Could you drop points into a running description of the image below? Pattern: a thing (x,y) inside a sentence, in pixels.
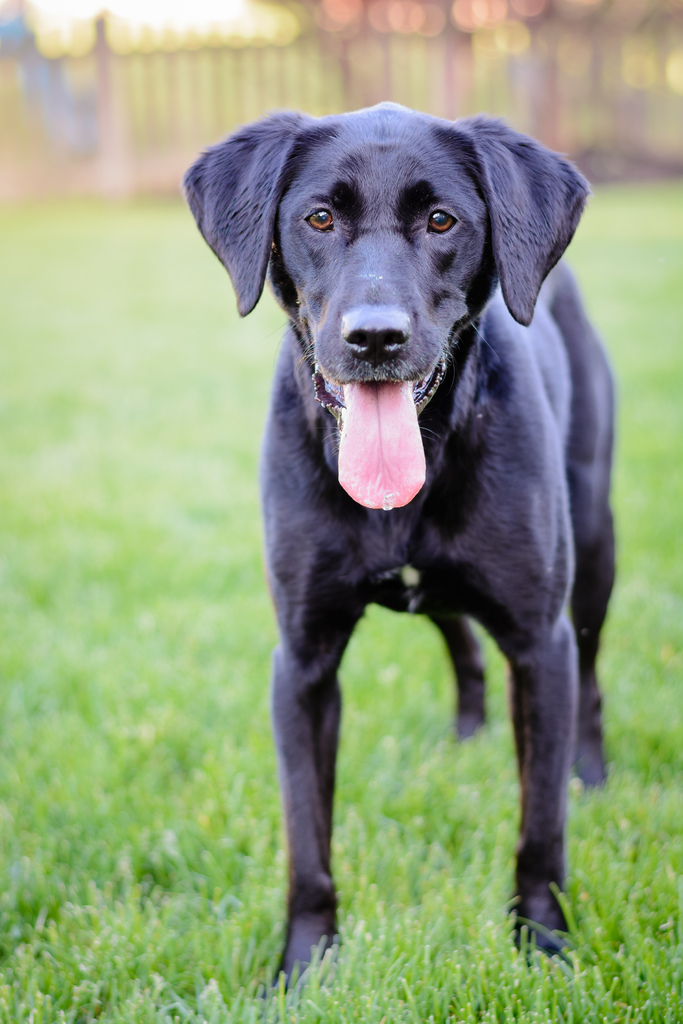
In this picture we can see dog (220,239) standing on the grass (28,398).
